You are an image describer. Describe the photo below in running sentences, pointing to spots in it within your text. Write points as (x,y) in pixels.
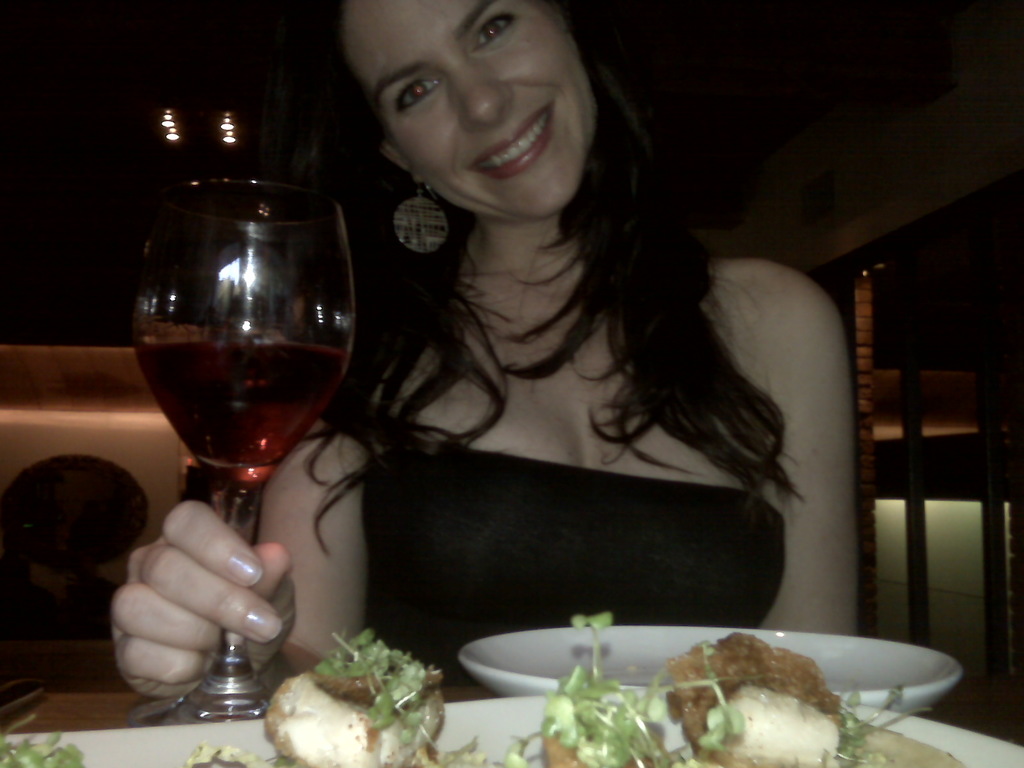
In this image in the center (572,414) there is one woman (383,320) who is sitting and she is holding a glass (207,428), and in the glass (234,434) there is some drink (250,431). At the bottom (63,713) there is a table (69,710), and on the table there are some plates (495,715) and on the plates (223,735) there is some food (691,677). And in the background (149,399) there are some objects (888,404).
